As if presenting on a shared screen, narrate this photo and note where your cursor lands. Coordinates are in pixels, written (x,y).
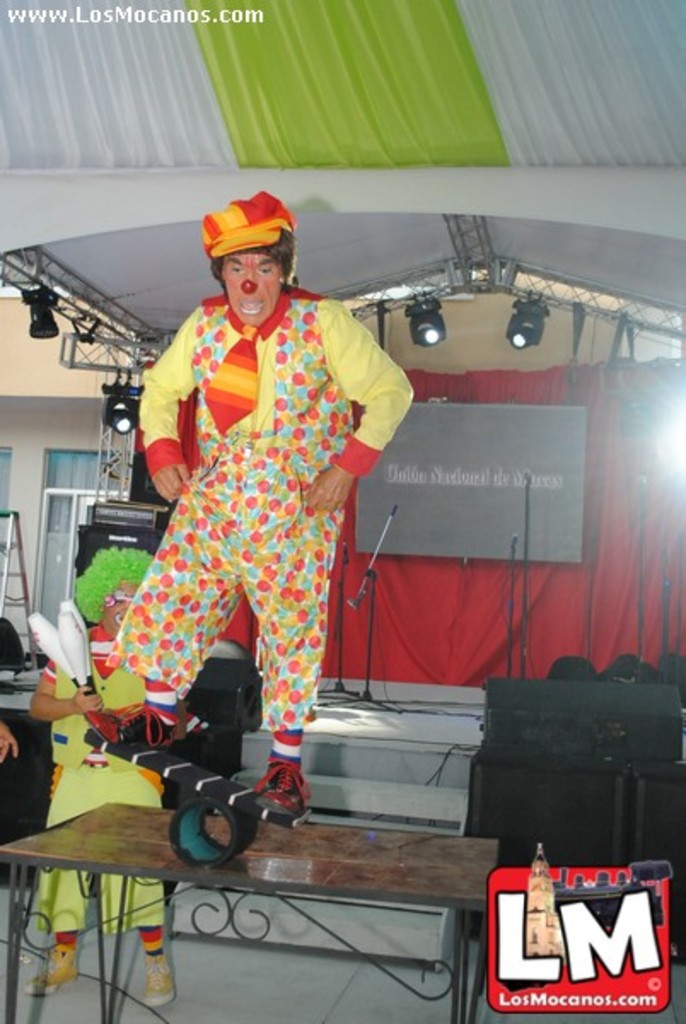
In this image we can see clowns (132,770). At the bottom (197,871) there is a table (217,935) and we can see speakers (485,704). In the background (407,585) there are stands (667,667), board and a curtain (485,595). At the top (432,325) there are lights (424,329) and we can see a building (69,549). On the left (11,532) there is a ladder (28,589).
